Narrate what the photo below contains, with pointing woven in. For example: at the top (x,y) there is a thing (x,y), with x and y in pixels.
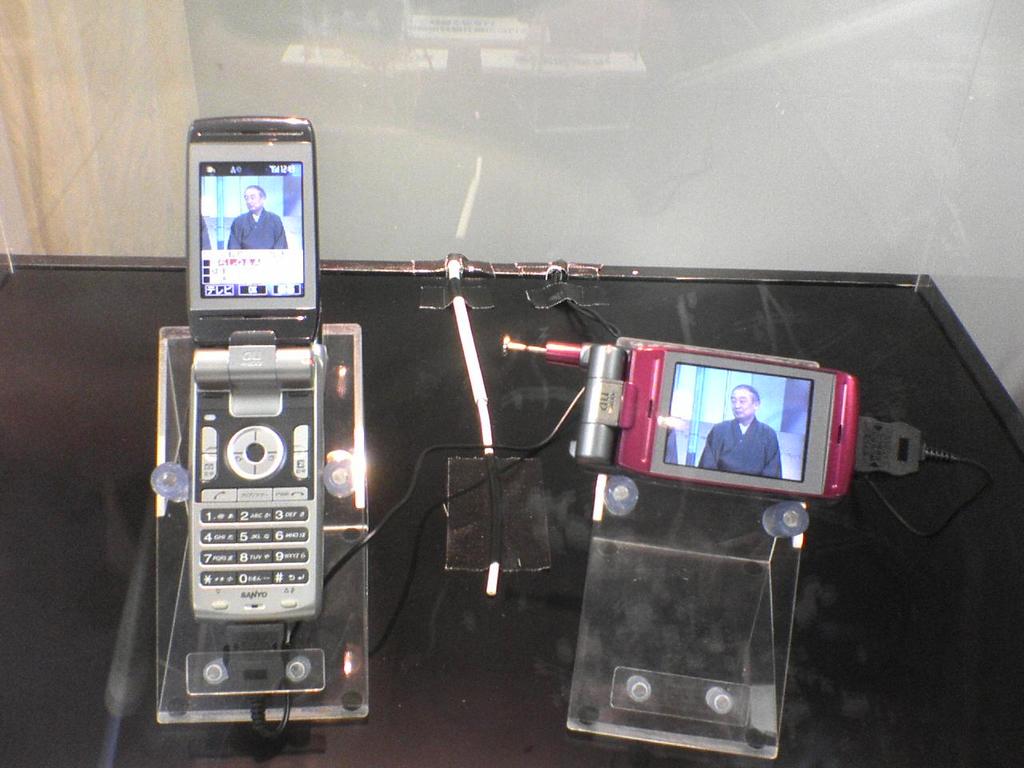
In this image, we can see mobiles (603,433), stands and there are cables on the table (379,426). In the background (811,145), there is a sheet (580,133).
